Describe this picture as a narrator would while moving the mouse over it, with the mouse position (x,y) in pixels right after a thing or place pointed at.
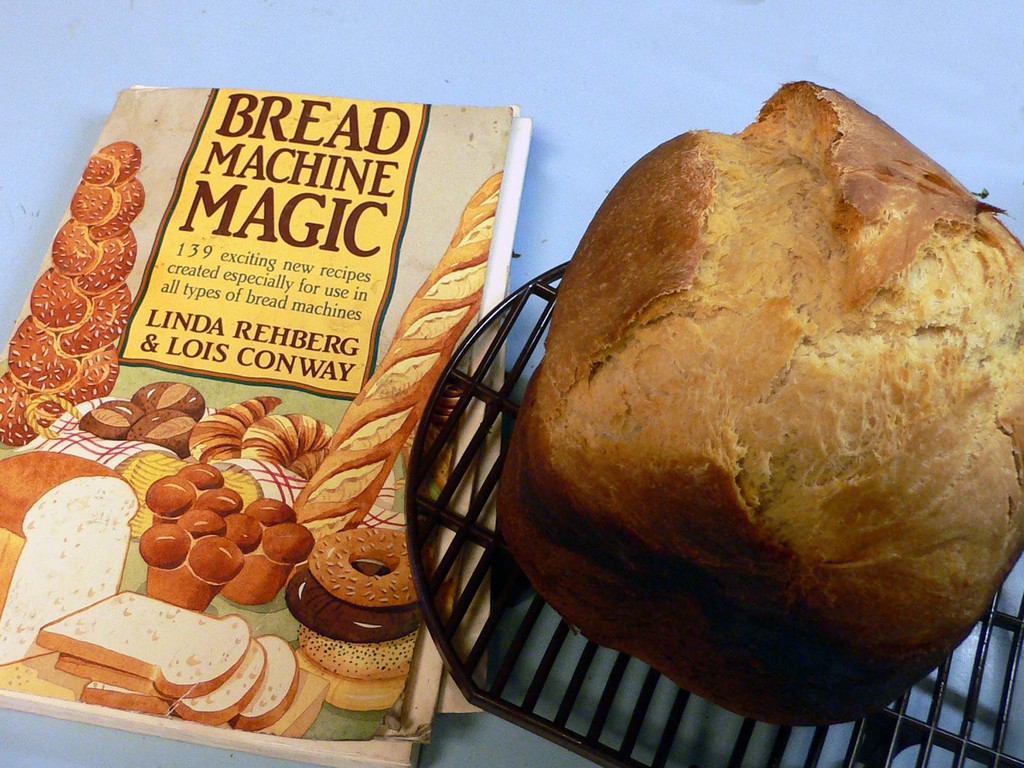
In this image I can see a book (284,423), bread (723,380) and a bread holder (470,525) may be kept on the floor (674,697). This image is taken may be in a room (451,426).
